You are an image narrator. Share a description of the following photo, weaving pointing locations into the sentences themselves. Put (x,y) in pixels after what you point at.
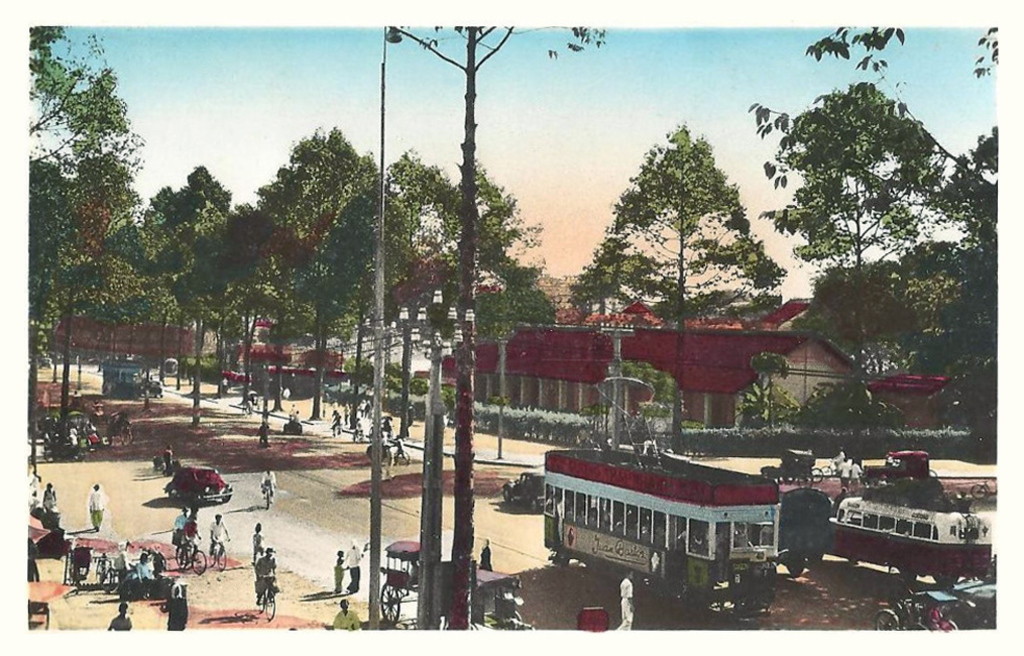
In this picture I can see vehicles (209,487) on the road (410,484), there are group of people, there are plants (768,366), trees (364,189), houses (666,370), and in the background (583,158) there is sky (603,83).
